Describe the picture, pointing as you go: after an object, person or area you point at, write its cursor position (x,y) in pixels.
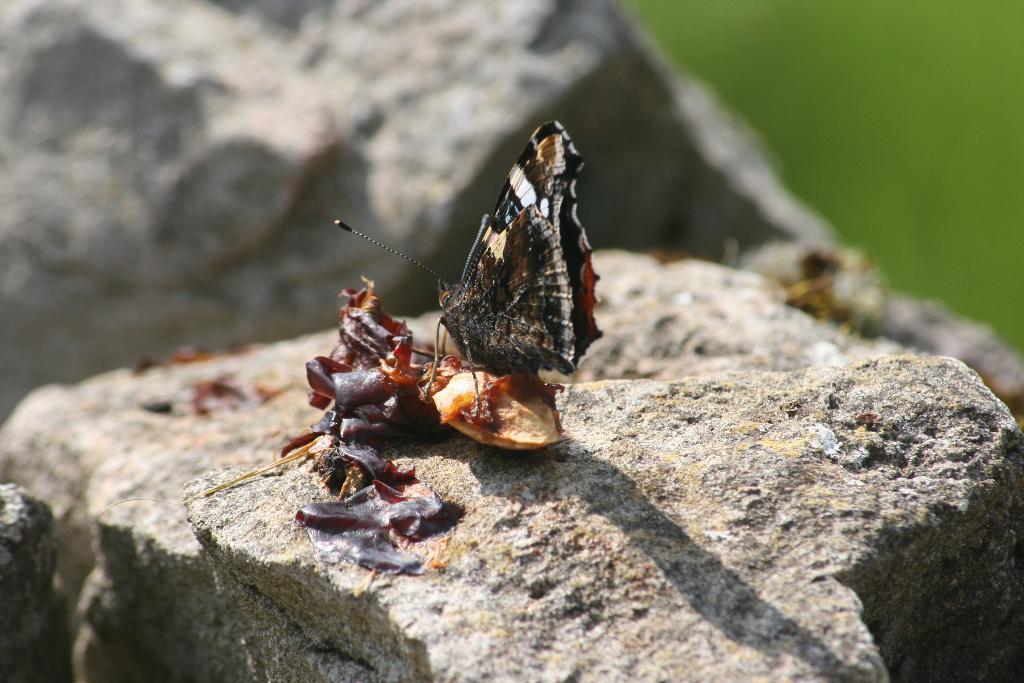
In this image we can see an insect (552,255) on the stone surface (657,415).
